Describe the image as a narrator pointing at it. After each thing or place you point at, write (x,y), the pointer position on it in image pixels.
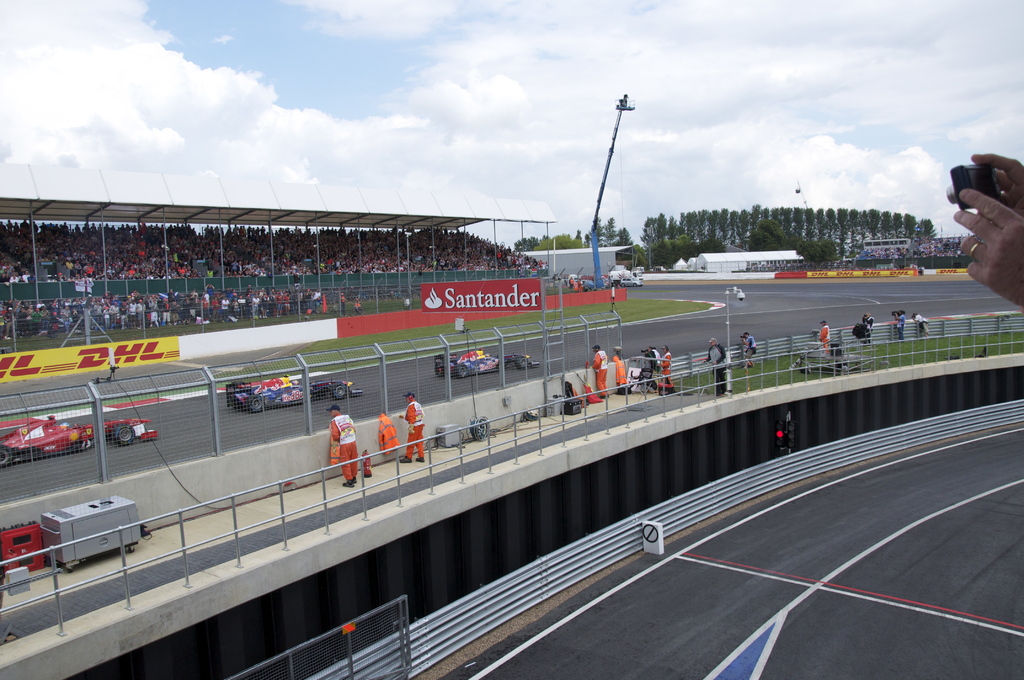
In this image I can see a person (976,224) holding a camera (965,178) on the right (997,218). There is a fence (538,418) and people (604,372) are standing. There are racing cars (250,405) on the road (654,337). People (349,247) are present on the left (338,248). There are trees (739,217) at the back (799,217) and there are clouds (163,92) in the sky (197,106).
